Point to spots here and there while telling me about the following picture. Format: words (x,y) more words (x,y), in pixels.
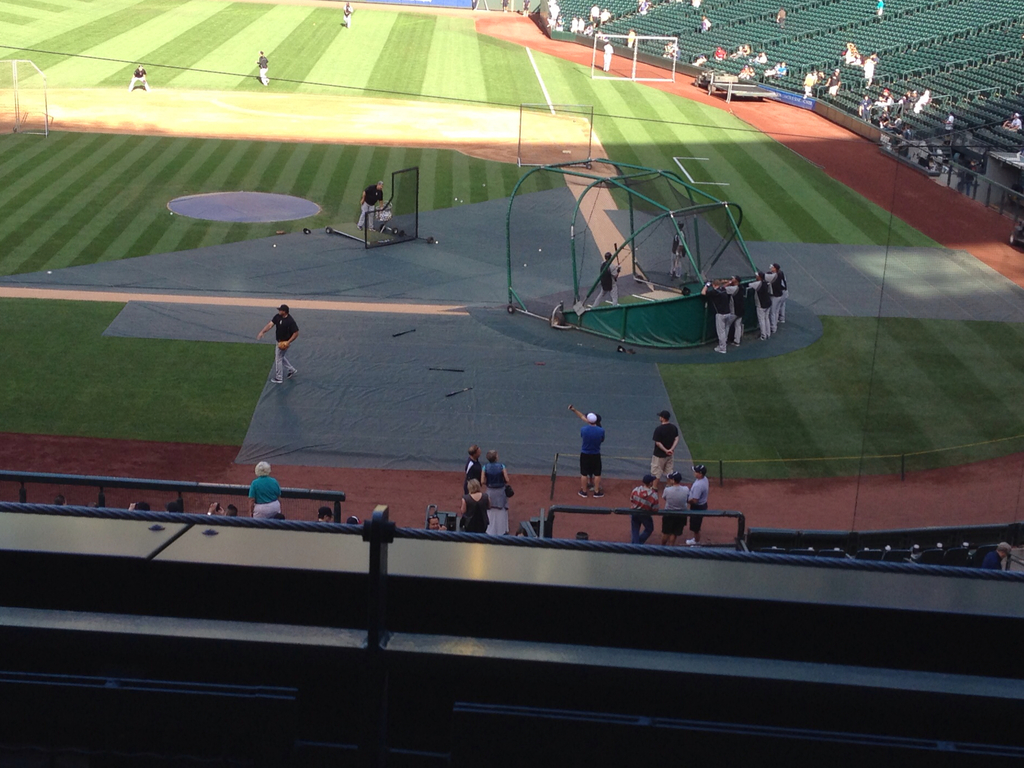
In this picture, we can see stadium (396,337), we can see a few people (722,291), ground (511,70) with grass (35,400) and some objects (636,194) like nets (395,185), poles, and we can see chairs (923,39), and fencing (778,562).
